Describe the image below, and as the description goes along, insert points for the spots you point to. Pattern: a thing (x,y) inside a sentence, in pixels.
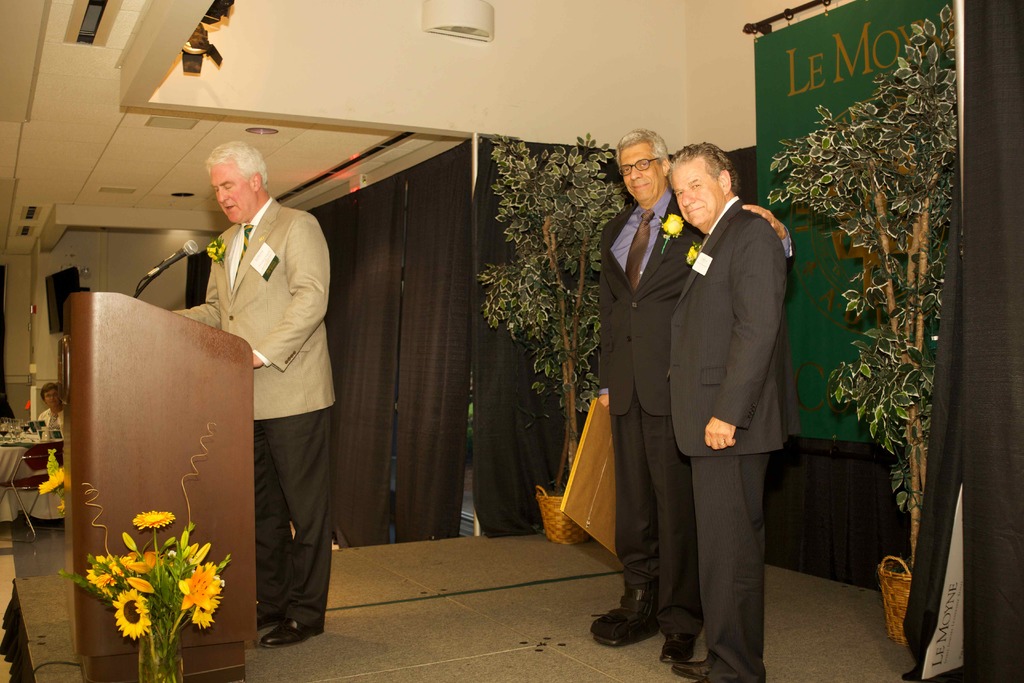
In this image we can see this person (261,436) wearing a blazer (281,284) and tie (245,232) is standing near the podium (89,418) where we can see a mic (180,253) on it. Here we can see these two persons (645,407) wearing black blazers (620,348) are standing on the stage (593,611). Here we can see flower vase (145,674), flower pots (594,240) and the banner (865,41). In the background (19,455), we can see black color curtains (360,412), table (23,442), chair (34,455) on which a person (54,404) is sitting, monitor (72,287) and lights (183,195) on the ceiling (138,191).
